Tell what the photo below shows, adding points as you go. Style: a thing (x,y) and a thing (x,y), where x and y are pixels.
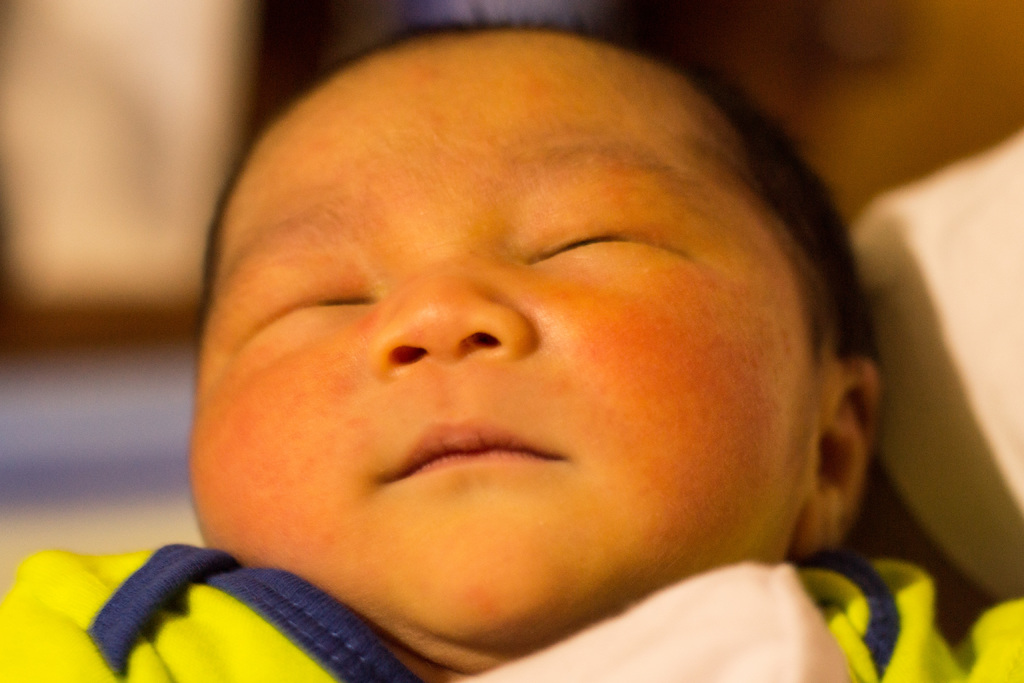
In the foreground of this image (609,609), there is a baby (423,626) in green dress (254,656) and the background (159,32) image is blur.
